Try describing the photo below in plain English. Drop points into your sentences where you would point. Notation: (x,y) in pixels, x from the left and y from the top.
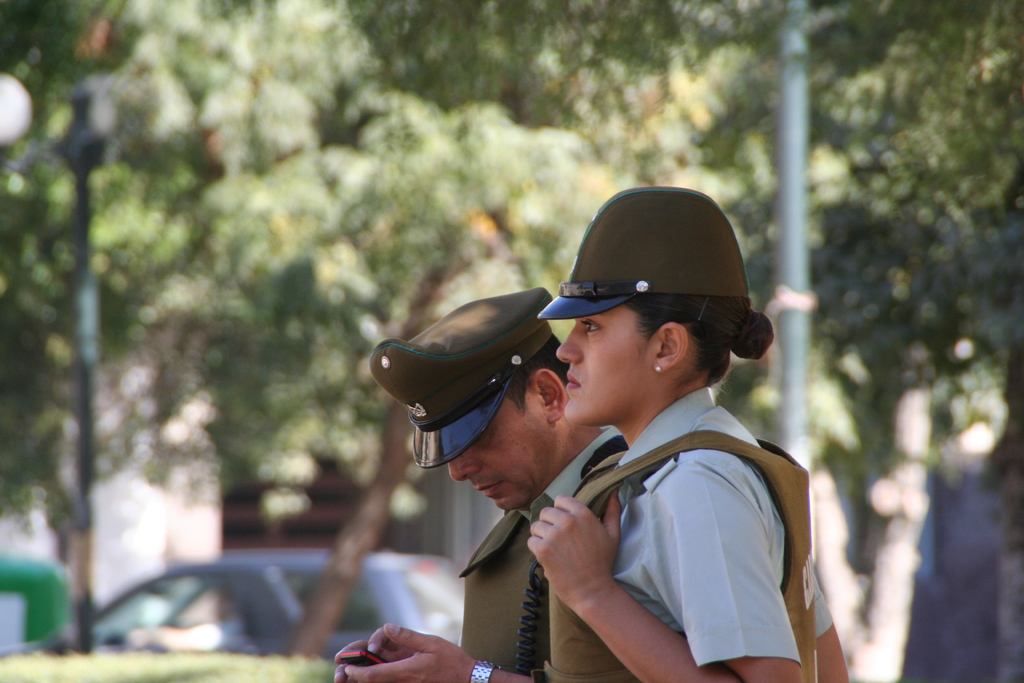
In this image there is a woman (556,501) and a man (518,525) are wearing jackets (466,629). They are wearing caps (596,293). Person (540,429) is holding mobile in his hand (387,654). Bottom of the image (285,673) there are few plants (172,669). Behind there is a car (225,601). Background (1013,418) there are few trees (593,186). Behind there is a building (430,517). Left side (21,120) there is street light (87,645). Right side (784,131) there is a pole (797,135).
